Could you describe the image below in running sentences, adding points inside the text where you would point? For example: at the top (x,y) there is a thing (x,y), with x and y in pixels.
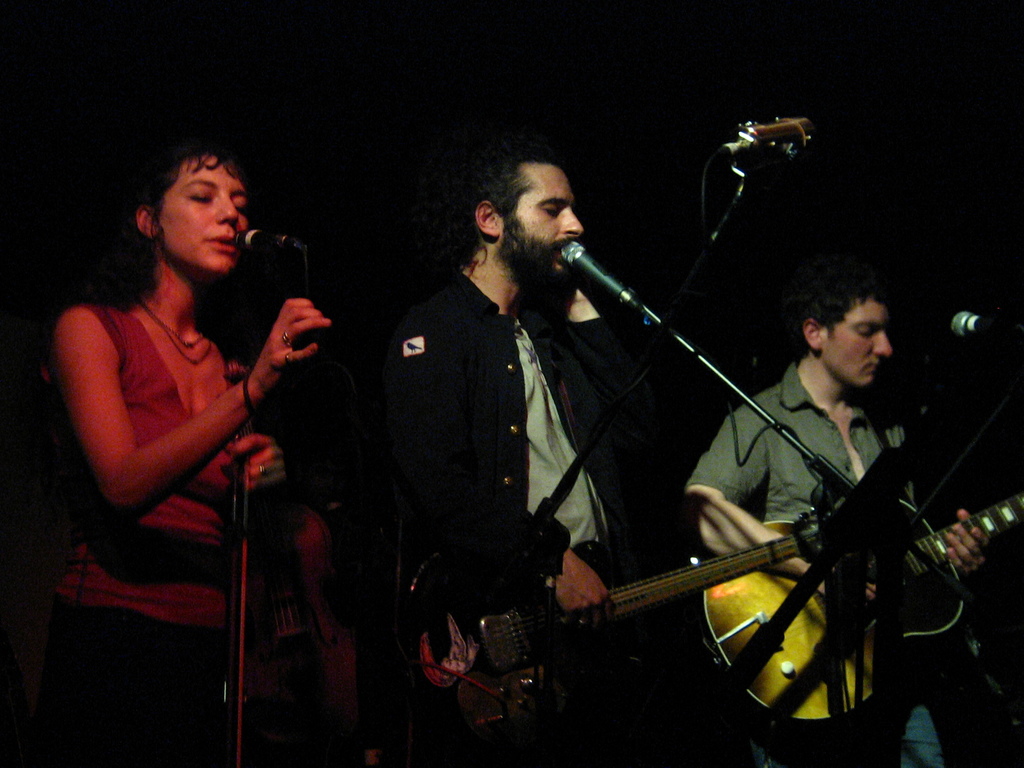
This is the picture of three people (548,423) holding the instruments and two (483,434) singing in front of the mic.
